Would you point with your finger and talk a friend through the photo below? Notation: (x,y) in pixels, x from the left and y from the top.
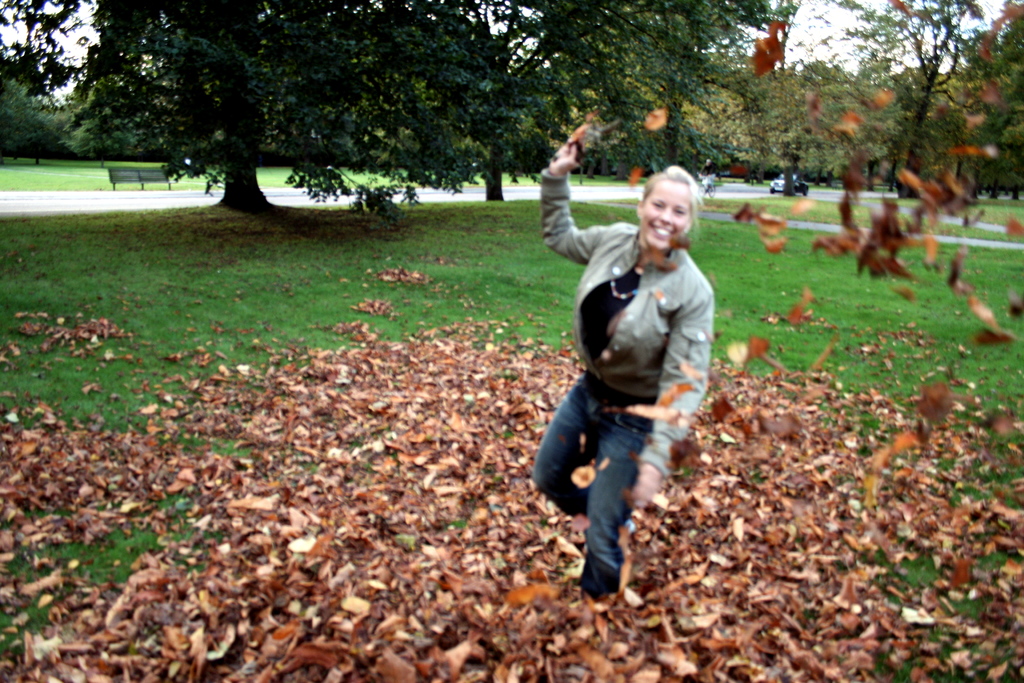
In this picture I can see a woman (650,263) in the middle (681,445), at the bottom (692,556) there are dried leaves (482,558). In the background (511,138) there are trees (813,130), on the right side (777,184) it looks like a car (804,185) on the road (820,192). On the left side (113,173) I can see a bench chair (135,183).
